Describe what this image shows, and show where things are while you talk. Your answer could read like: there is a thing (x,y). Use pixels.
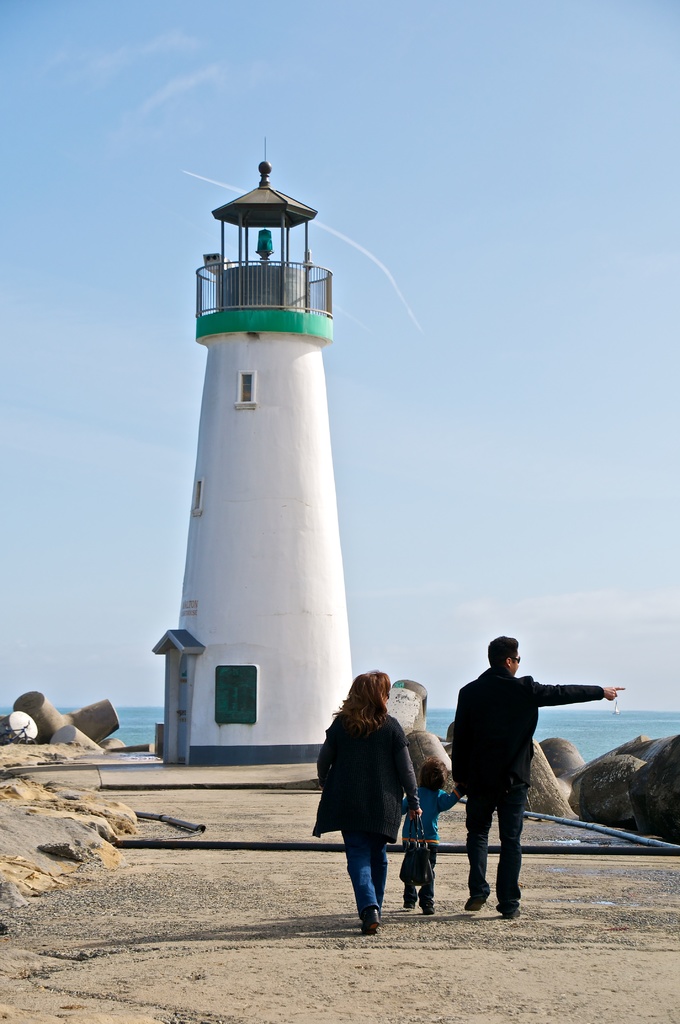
In this image I see a lighthouse (234,385) and I see 3 persons (405,753) over here and I see the path (349,988) and I see few rocks (621,812). In the background (638,685) I see the water (562,737) and the clear sky (379,155).
